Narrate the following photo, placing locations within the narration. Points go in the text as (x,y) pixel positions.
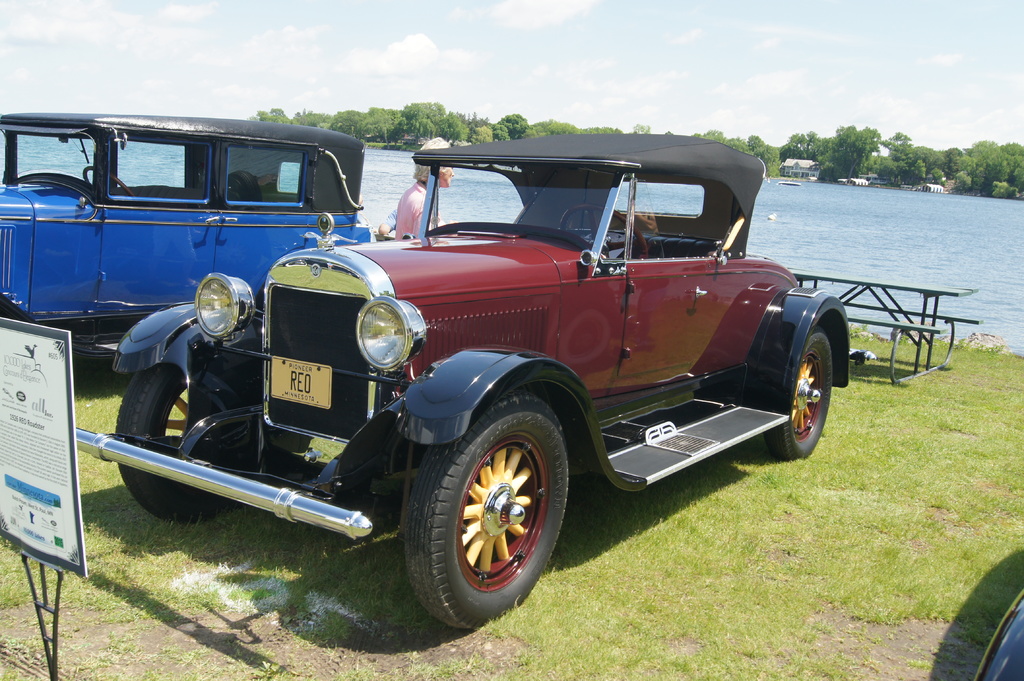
In this image we can see two cars (411,506) on the ground (721,507), there is a board (36,498) in front of the car (455,373) and a person (406,216) standing near the car (427,244) and there is a table (881,309) with benches (903,327) behind the car (848,362) and in the background (905,244) there are few trees (818,165), buildings (804,163), water (871,194) and the sky (721,110) with clouds (437,62).
